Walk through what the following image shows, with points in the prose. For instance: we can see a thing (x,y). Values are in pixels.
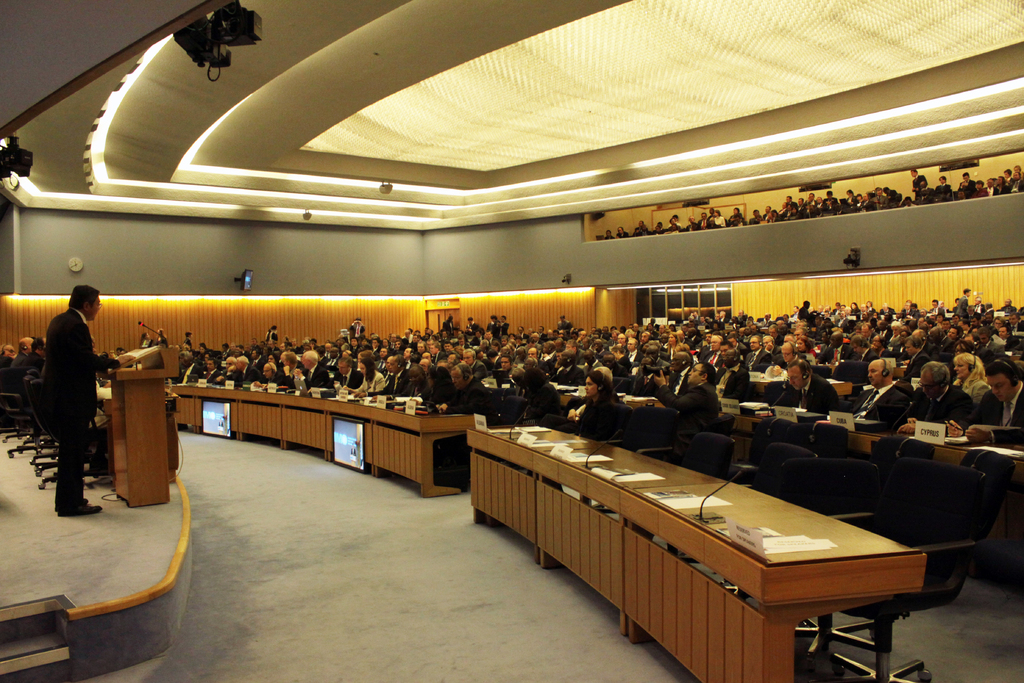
In this image there are group of people (704,387) sitting in chairs (645,448) near a podium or table (413,452) and on table (596,488) we have papers (674,496), microphones (700,522), name boards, there is a man (94,334) standing near a podium (134,381) and at the back ground (47,191) there camera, lights (47,191), chairs (764,490), tables (563,398).
